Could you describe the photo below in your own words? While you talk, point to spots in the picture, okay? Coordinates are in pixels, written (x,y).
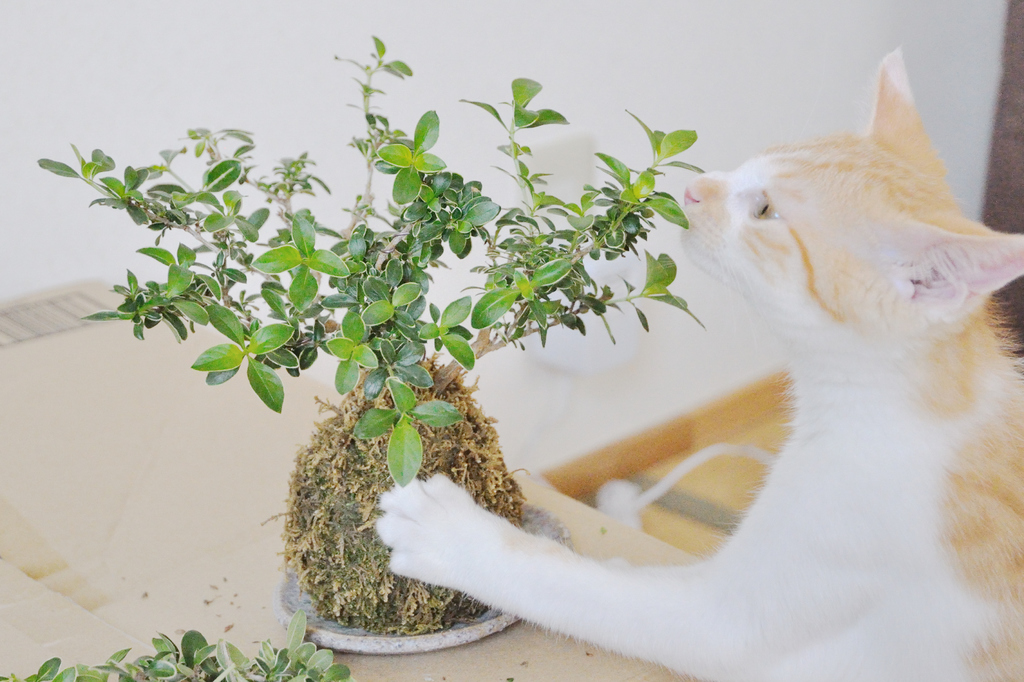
In this image there is a table (629,675) on that table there is a plant (424,415) and a cat (434,500) is touching that plant (424,469).
